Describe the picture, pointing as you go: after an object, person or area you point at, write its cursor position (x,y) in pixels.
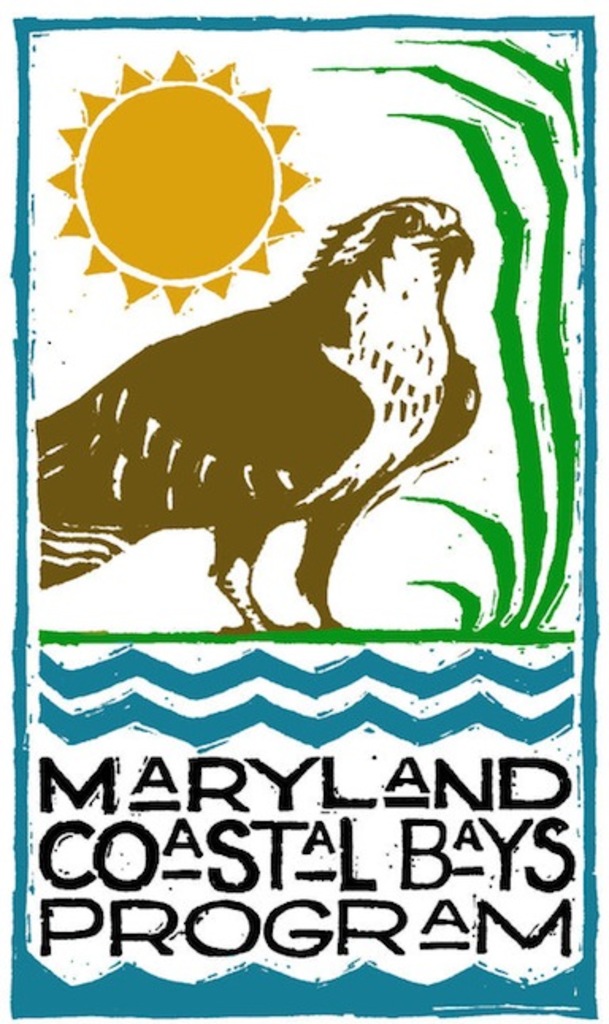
Here we can see a painting (282,568) of a bird (226,476), plant (416,582) and sun (127,152) and at the bottom (383,905) there are texts (231,885) written on the image.
